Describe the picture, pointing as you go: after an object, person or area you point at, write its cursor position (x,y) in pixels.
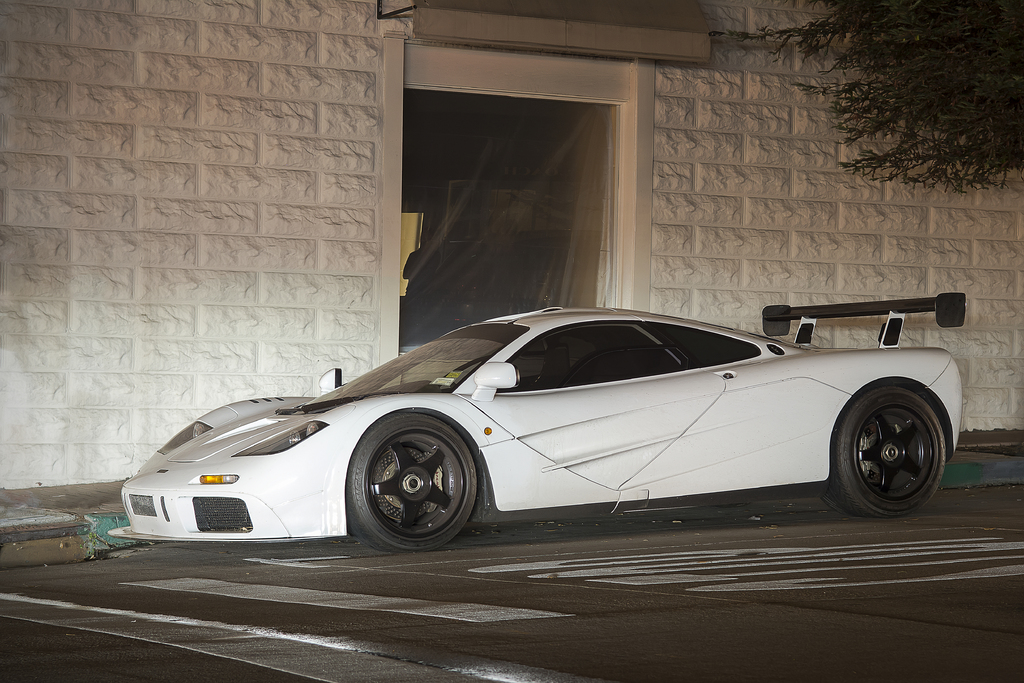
Here we can see a car (681,478) on the road (713,658). In the background (160,137) we can see wall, transparent cover (552,180) and a tree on the right side (985,48). Through the transparent cover (469,216) we can see a person (425,263) and some other objects (519,210).
